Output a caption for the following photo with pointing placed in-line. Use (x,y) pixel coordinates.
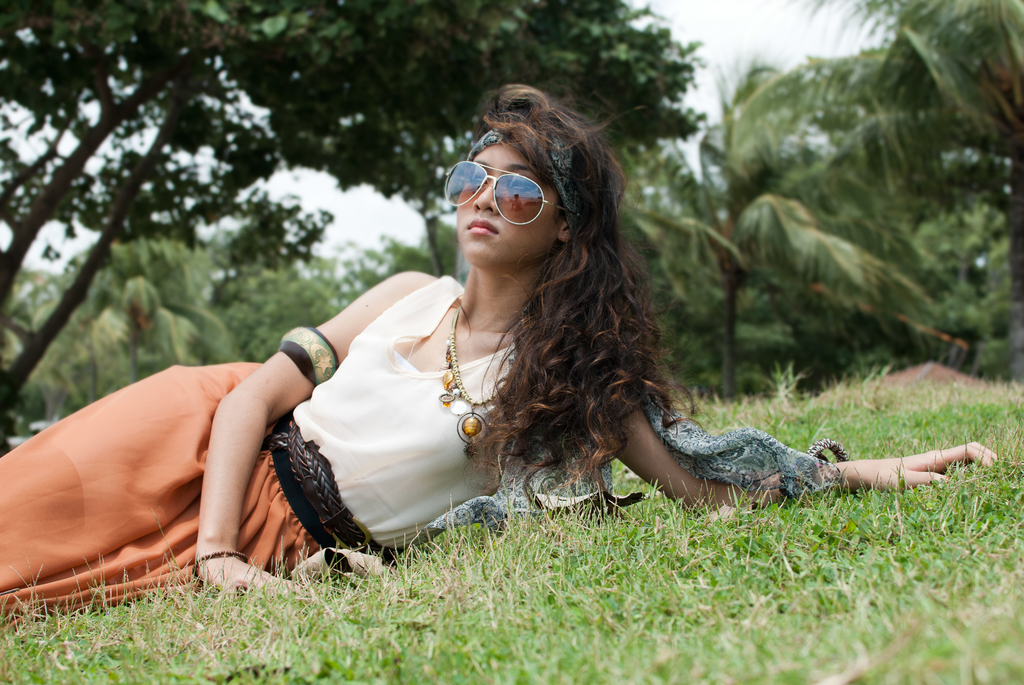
This image consists of a girl (506,351) lying on the ground (580,583). At the bottom (651,584), there is grass (721,574). She is wearing shades (518,186). In the background (679,343), there are trees (114,288). To the top (766,31), there is a sky (755,58).
